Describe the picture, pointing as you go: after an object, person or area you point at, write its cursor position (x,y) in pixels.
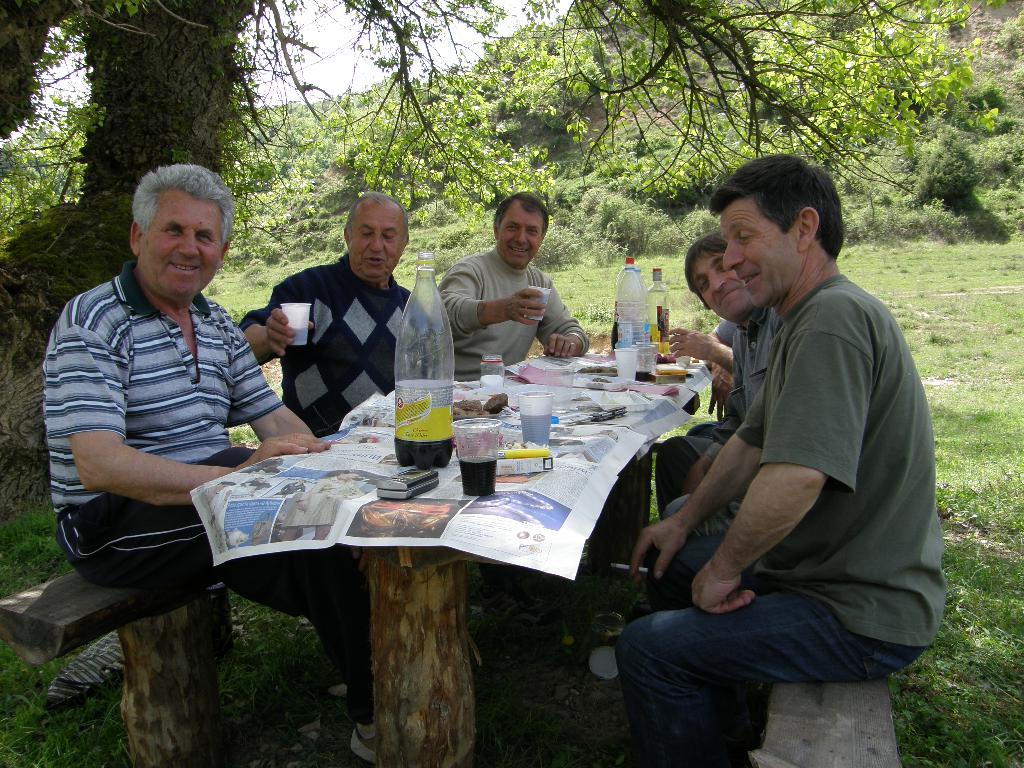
In this image, There is a table (436,673) made of wood (419,622) which is covered by a newspaper (516,524), there are some bottles (437,460) and glasses (530,420) on the table (607,391), There are some people (530,335) sitting around the table (680,418), In the background (714,117) there are some plants (652,144) and trees (419,101) in green color and there is a sky (357,68) in white color.
